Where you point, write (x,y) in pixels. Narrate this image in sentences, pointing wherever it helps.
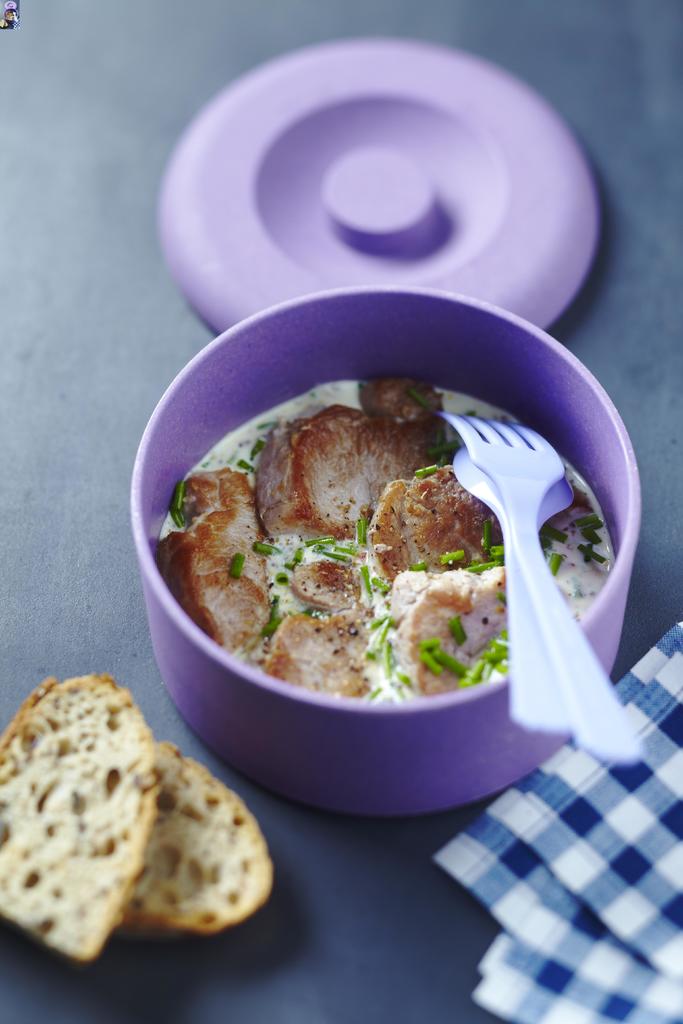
In this image I can see a blue colored surface (46,368) on which I can see a cloth (566,882) which is blue and white in color, few bread slices (219,796) and a bowl (249,752) which is violet in color. In the bowl (327,732) I can see a food item (316,542) which is brown, white and green in color, a spoon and a fork (559,646). I can see a lid (375,114) of the bowl (462,754).
